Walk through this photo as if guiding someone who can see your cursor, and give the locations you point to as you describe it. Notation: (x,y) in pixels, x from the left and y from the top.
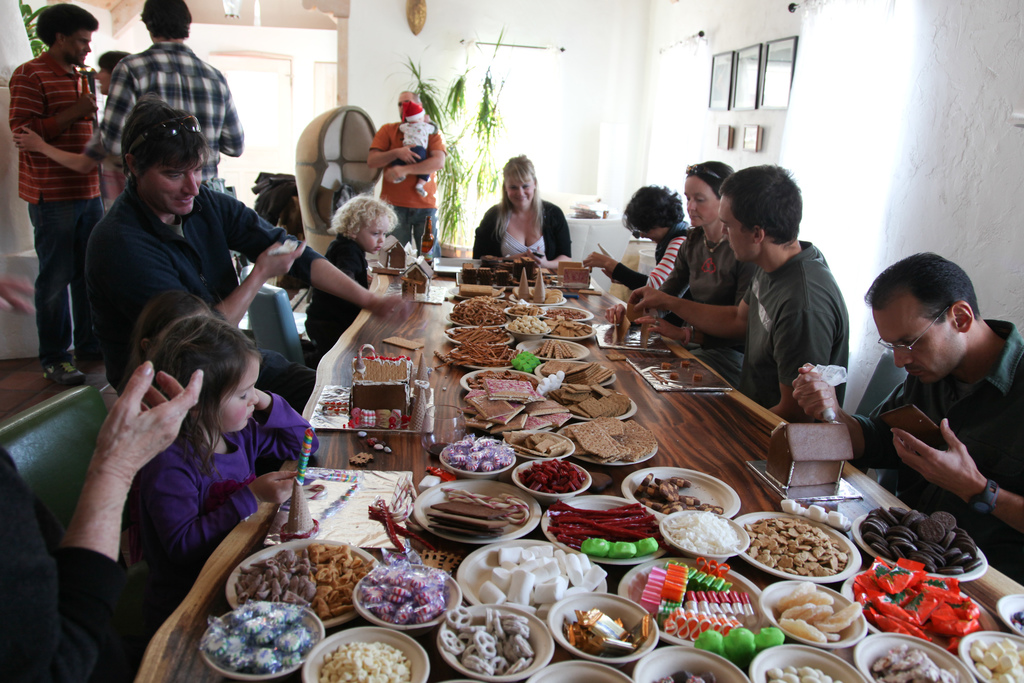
In this picture there is a table (357,650) and in this table (443,671) there are some food items (377,673), chocolates (598,614), marshmallows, ribbon type chocolates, some choco chips like stuff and at the right side of the table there are some group of people (592,254) who are sitting and at the left side of the table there are some group of people (154,181) are sitting and there at the left (214,107) there are 3 people (47,251) standing and talking to each other and at the back ground (463,81) there is a plant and there are some photo frames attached to the wall (726,32) and there is a chair (358,112).
